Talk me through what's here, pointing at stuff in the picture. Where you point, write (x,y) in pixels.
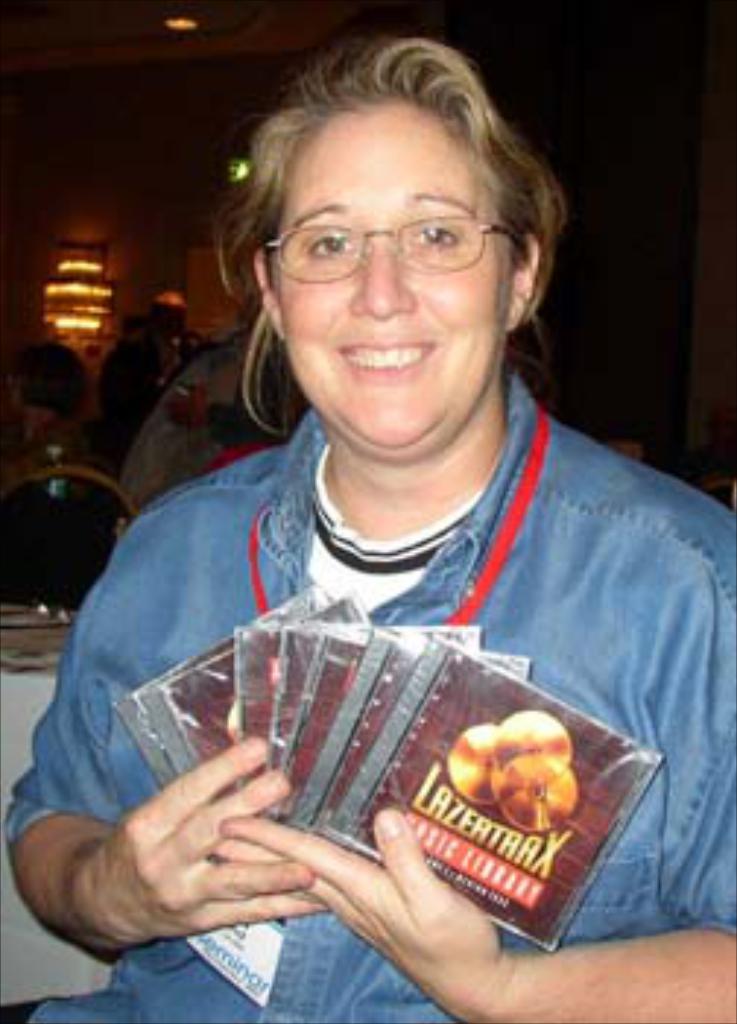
In this picture there is a lady (519,540) in the center of the image (451,680), by holding CD'S (354,715) in her hands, there are other people (26,408) in the background area of the image (199,345), there are lights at the top side of the image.
